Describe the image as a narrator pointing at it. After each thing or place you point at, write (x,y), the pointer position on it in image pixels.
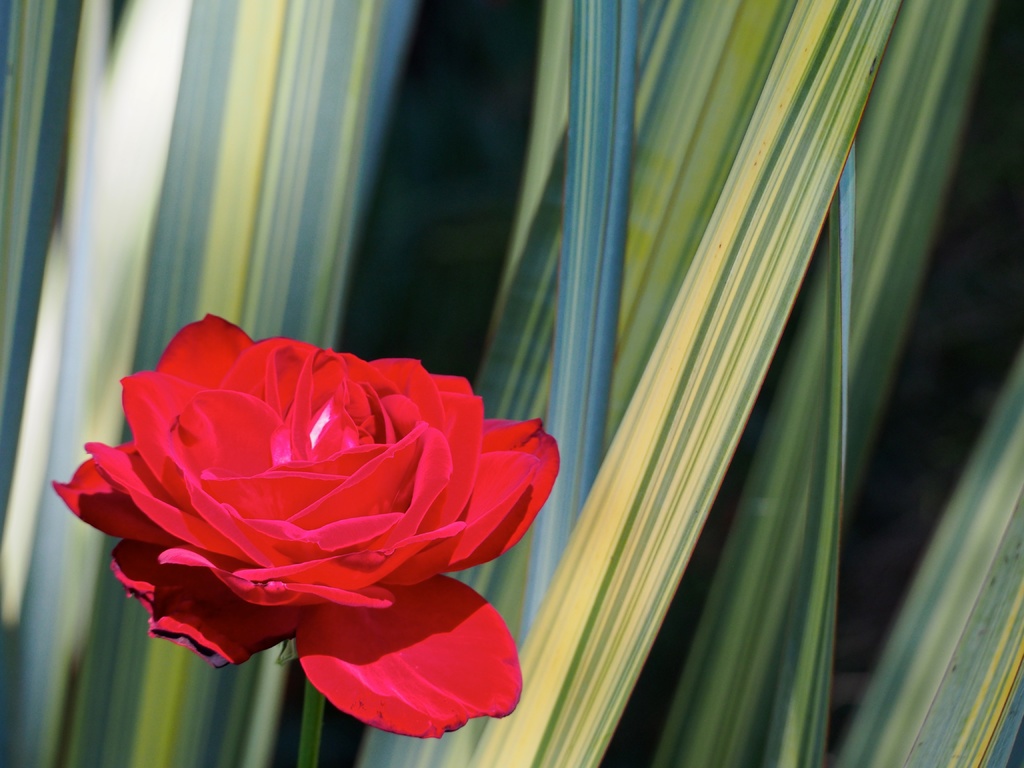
In this picture I can see the flower plant (355,497).
